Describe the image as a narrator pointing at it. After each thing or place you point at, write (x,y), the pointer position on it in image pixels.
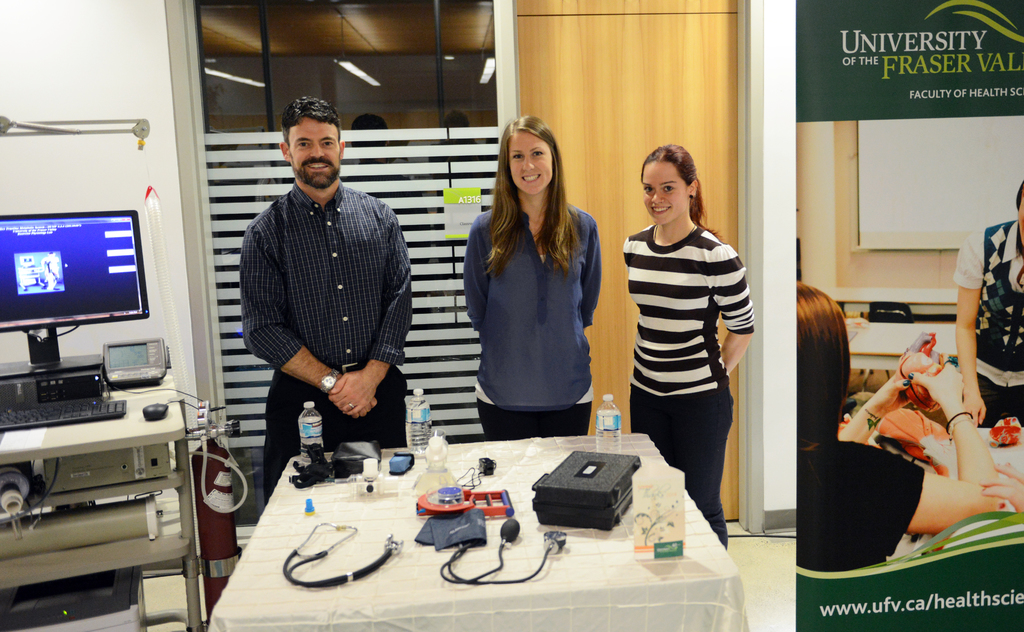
In this image I can see three people (474,299) with different color dresses (365,304). In-front of these people (403,362) I can see the bottles (418,441), board (646,541), wires (447,576) and many objects (476,495) on the table (557,571). To the left (34,341) I can see the system (32,355) and an electronic device (132,375) on the table (178,488). To the right (867,360) I can see the banner (878,286). In the background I can see the door (532,112).
